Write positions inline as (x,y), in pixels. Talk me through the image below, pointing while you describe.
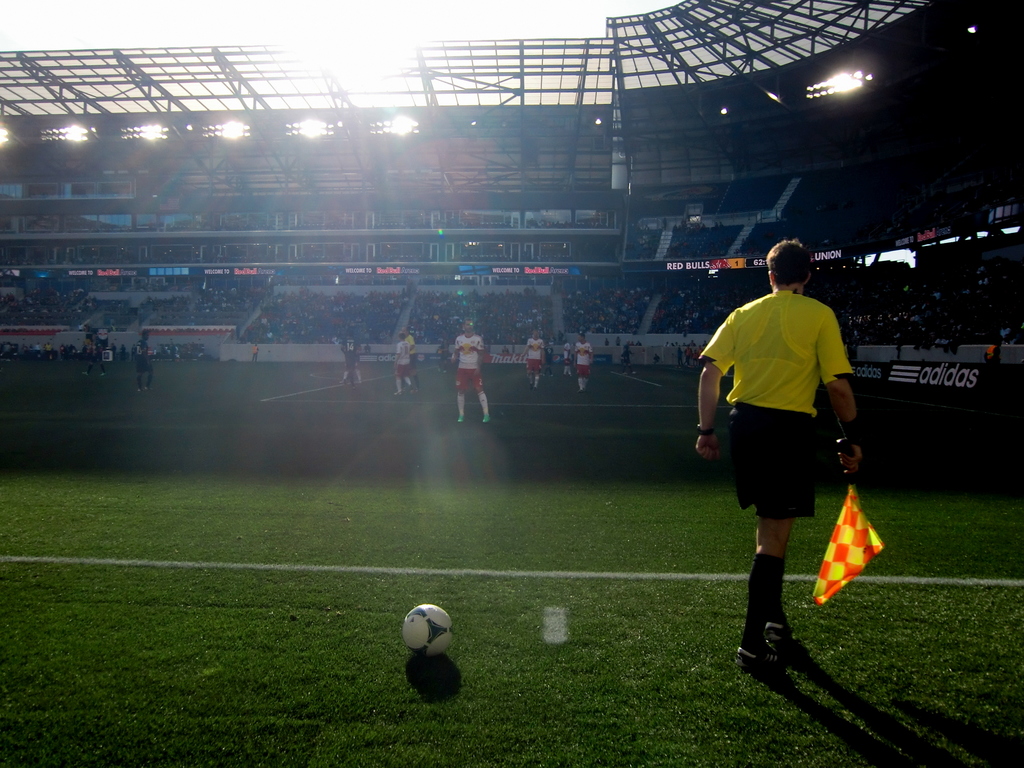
This picture might be taken in a stadium (433,340), in this image in the foreground (802,515) there is one person (764,647) who is holding a flag (852,489) and walking and there is one ball (443,647). In the background (310,304) there are some persons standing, and also there are a group of people (936,287) who are sitting and they are watching the game. In the background (271,95) there are some poles (56,94) and lights (722,107), at the bottom (291,618) there is grass (599,670).
